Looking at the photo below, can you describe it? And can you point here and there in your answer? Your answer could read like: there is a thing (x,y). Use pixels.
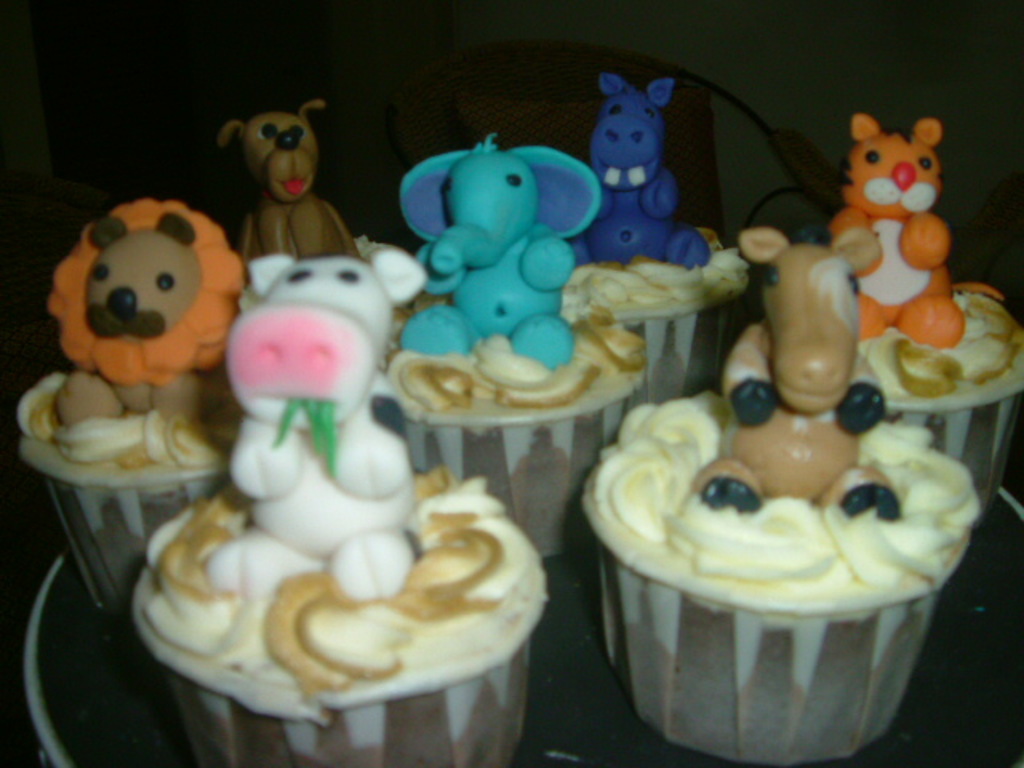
In this picture we can see there are gumpaste animals (376,281) on the cupcakes (427,411) and the cupcakes (234,520) are on an object (683,764). Behind the cupcakes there is a chair (468,118) and the dark background (160,63).
